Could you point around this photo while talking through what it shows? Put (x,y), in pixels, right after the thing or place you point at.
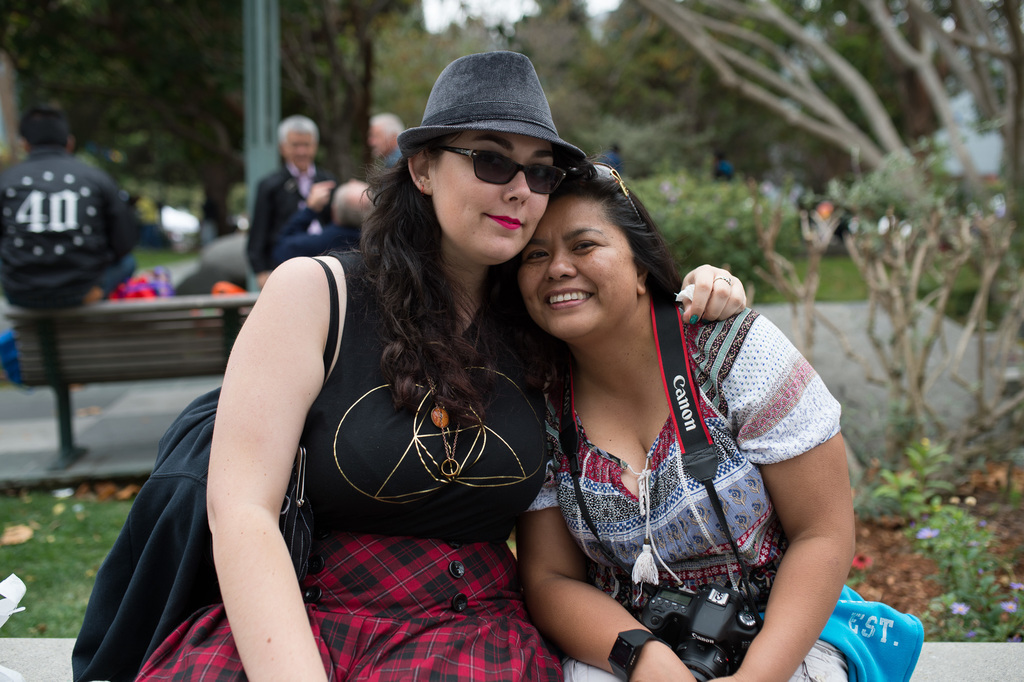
In this image I can see some people (444,291). In the background (129,335), I can see a bench (142,319) and the trees (788,134).
